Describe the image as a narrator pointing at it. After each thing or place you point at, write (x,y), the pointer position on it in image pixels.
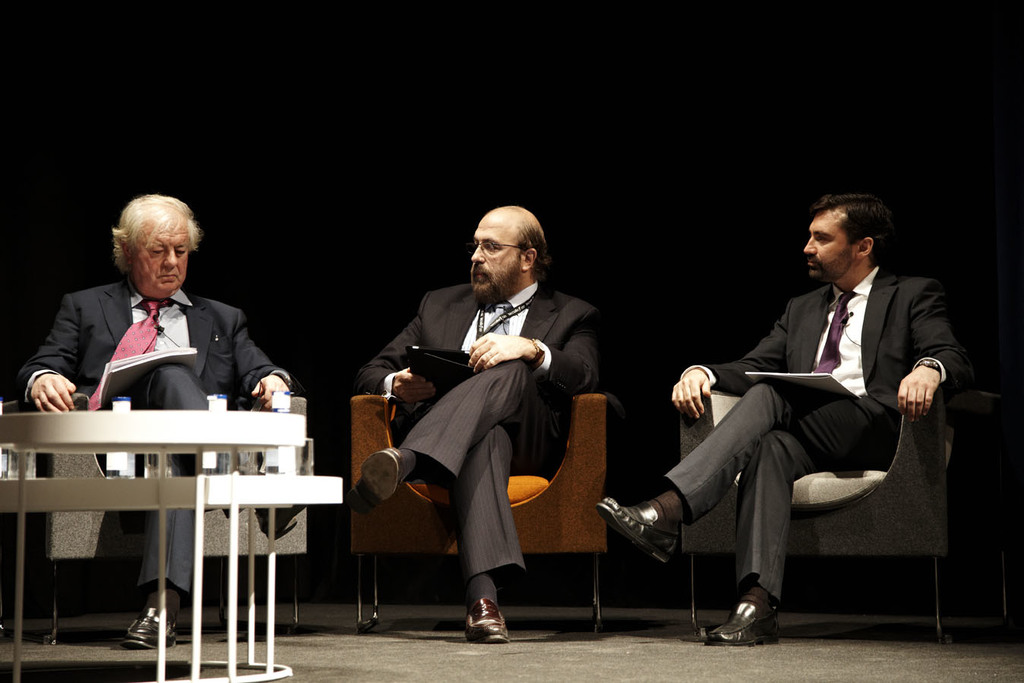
In this image I can see few men (522,565) are sitting on chairs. I can also see all of them are wearing suit (894,329) and tie (161,309). Here I can see he is wearing a specs (509,244).
